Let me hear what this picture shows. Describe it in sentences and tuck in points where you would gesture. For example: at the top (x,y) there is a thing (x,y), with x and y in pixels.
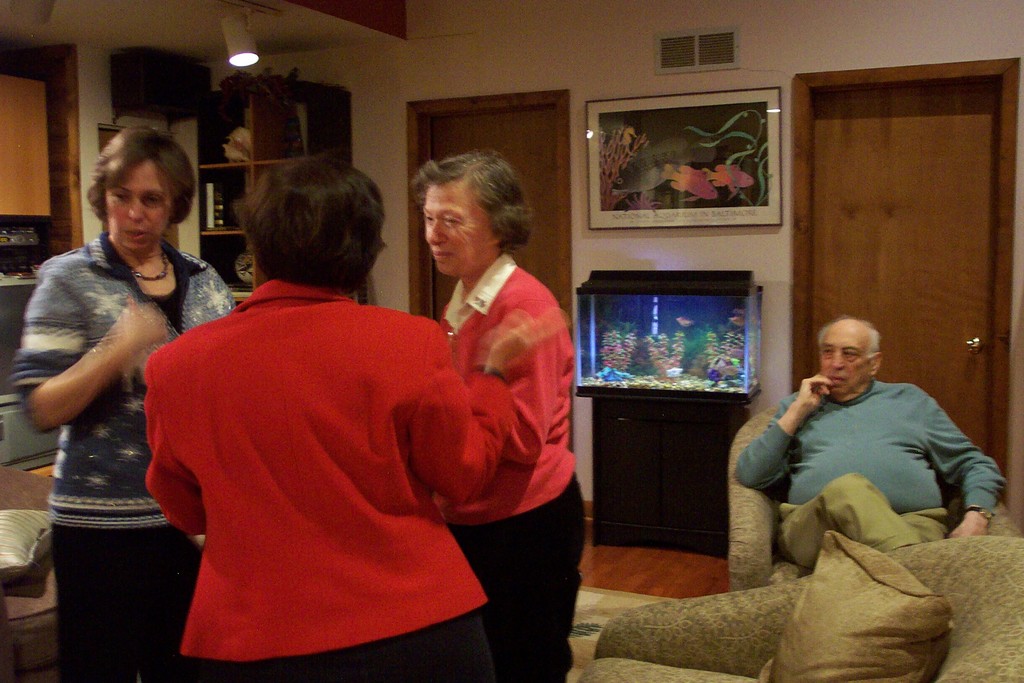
In this image there are three women (262,334) standing towards the bottom of the image (252,472), there is a man (894,424) sitting, there are couches (744,542) towards the right of the image (995,592), there is a pillow (885,597) on the couch (912,554), there is a door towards the right of the image (914,167), there is an aquarium (670,331), there are shelves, there are objects (245,155) on the shelves (213,168), there are objects (15,319) towards the left of the image (28,253), there is a wall (212,69), there is a photo frame (645,98) on the wall (587,90), there is a light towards the top of the image (247,66).
